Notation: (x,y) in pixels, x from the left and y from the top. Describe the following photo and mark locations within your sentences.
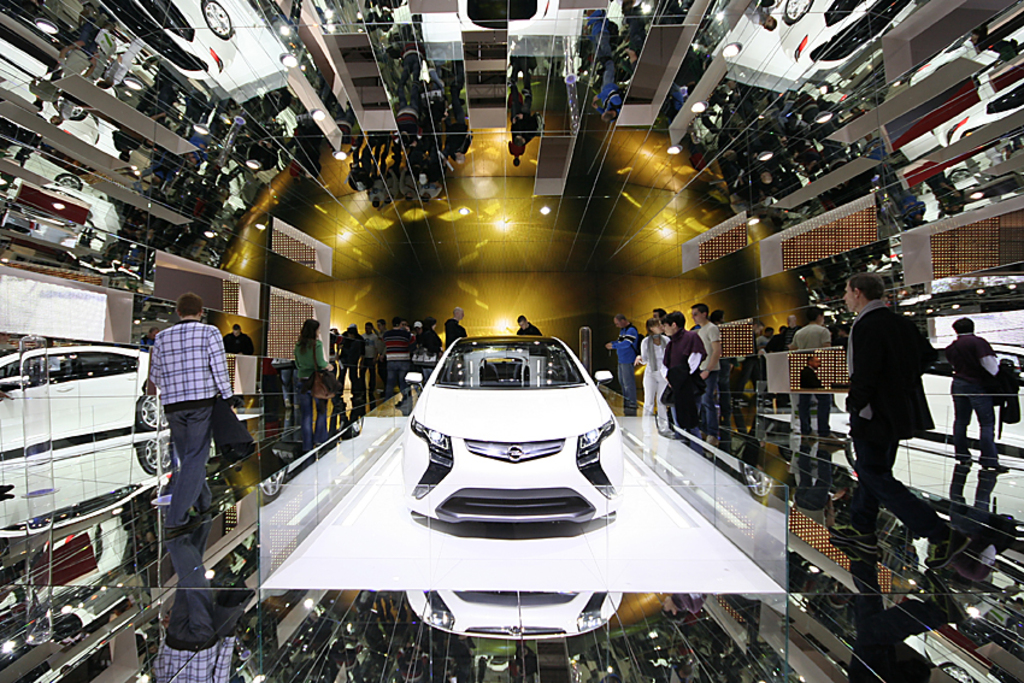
Here we can see a car (518,451) on the platform (457,543). In the background (287,342) we can see few people (316,342) standing and walking on the platform (441,565) and there is a glass wall (819,188).
